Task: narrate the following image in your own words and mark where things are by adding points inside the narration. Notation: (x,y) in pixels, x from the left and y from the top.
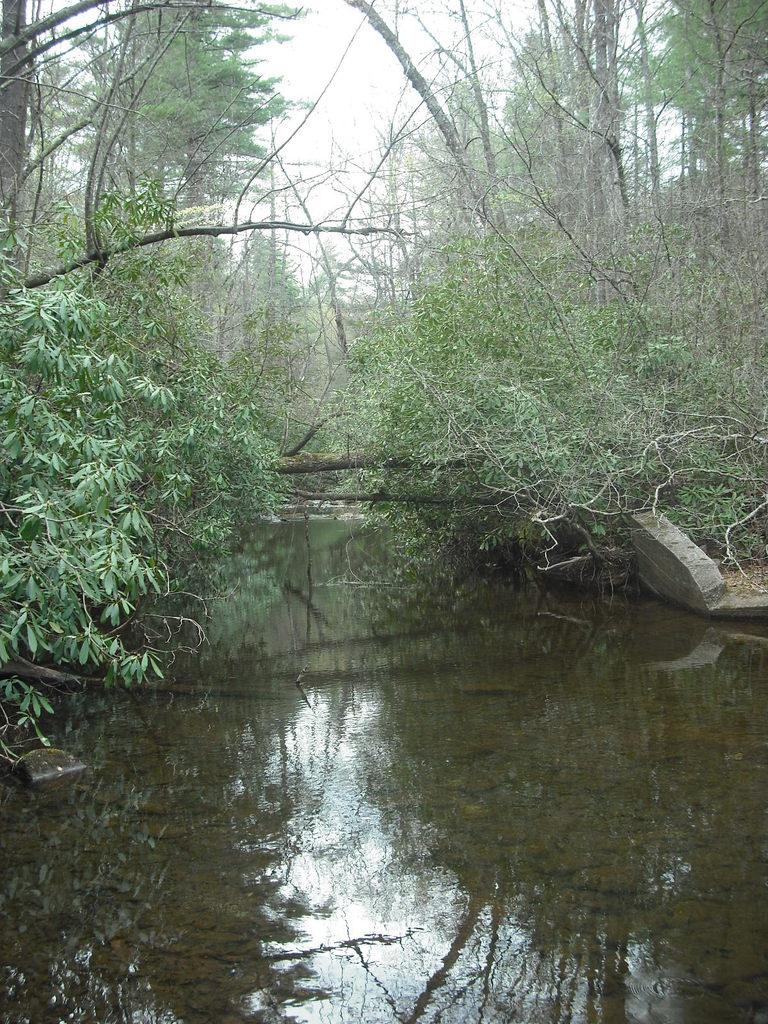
In this image I can see few green color trees (417,449), water (392,579) and the sky (349,188).
